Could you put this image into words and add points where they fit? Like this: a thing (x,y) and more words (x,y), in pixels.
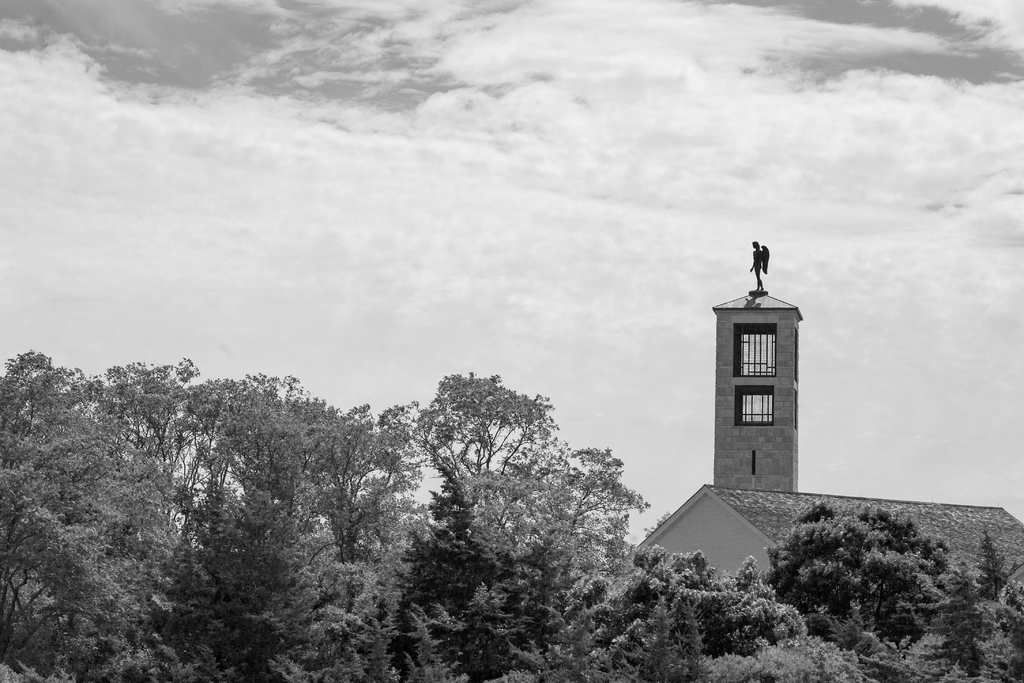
In front of the image there are trees (648,625). There is a building (756,523). On top of it there is a statue (761,281). At the top of the image (412,95) there is sky (412,95).
